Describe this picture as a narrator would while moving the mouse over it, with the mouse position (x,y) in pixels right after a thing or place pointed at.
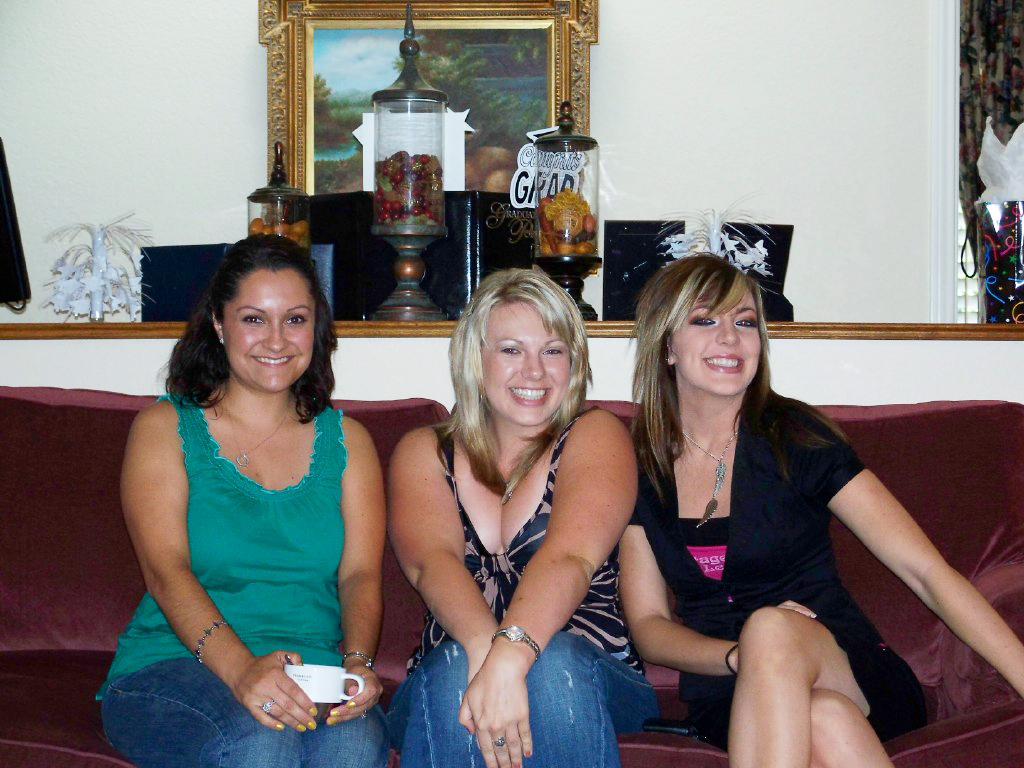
In the image we can see three women (669,497) sitting on the sofa (914,487), they are wearing clothes (329,547), neck chain (518,479) and two of them are wearing a wristwatch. This is a finger ring (500,745), bracelet (200,641), teacup (323,673), frame (461,81), wall (696,60), decoration (689,246) and food items (415,173) in the container (284,199). These three women (687,360) are smiling.
